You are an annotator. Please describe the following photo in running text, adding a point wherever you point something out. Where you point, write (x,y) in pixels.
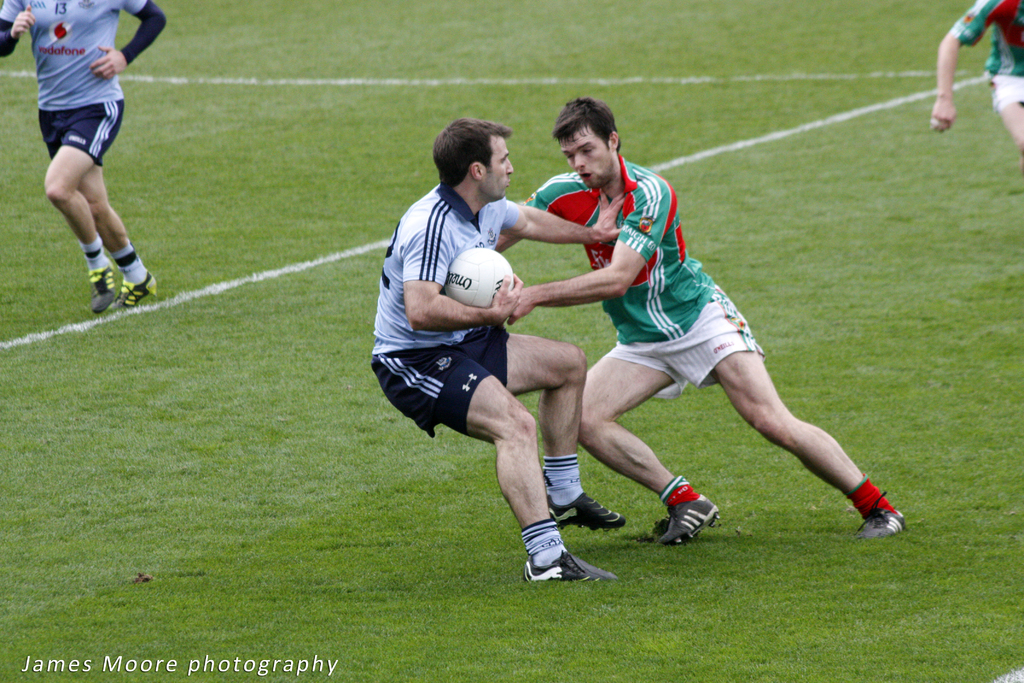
In this picture we can see there are four people (46,32) playing a game. A man (464,337) is holding a ball (466,289) and on the image there is a watermark (176,666).
